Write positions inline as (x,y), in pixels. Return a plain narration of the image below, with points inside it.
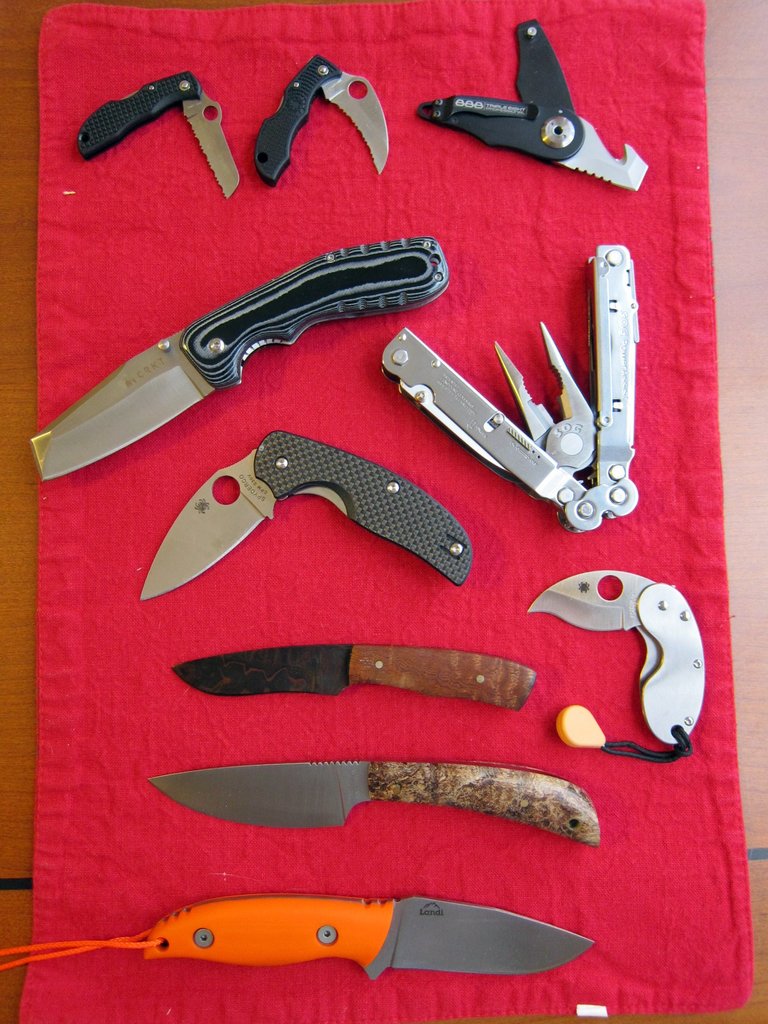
In this image I can see different knives (411,905) on the table (362,563).
